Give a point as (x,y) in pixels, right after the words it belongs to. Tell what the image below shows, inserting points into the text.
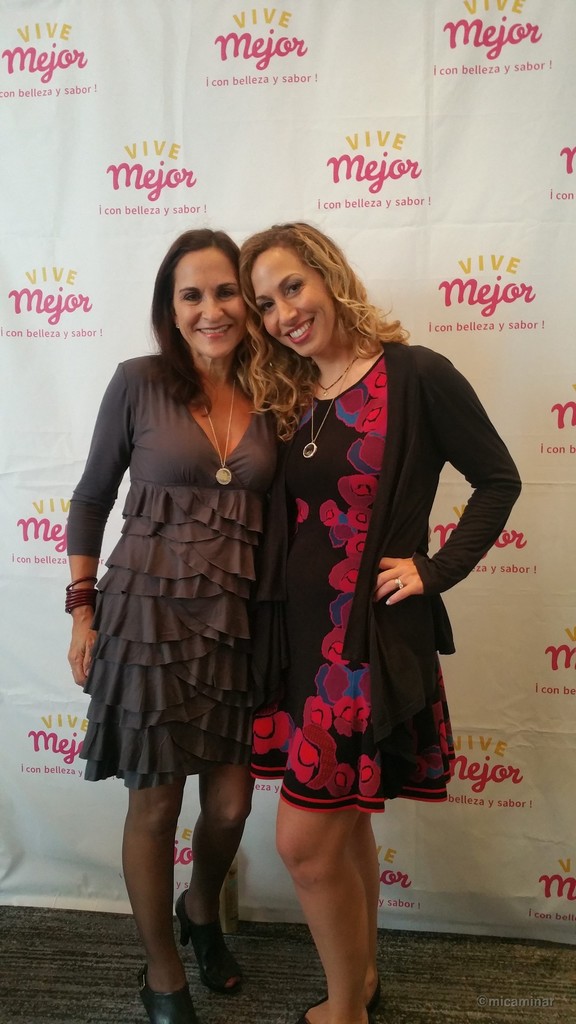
In this picture we can see two women (211,679) standing and smiling. We can see a watermark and some text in the bottom right (548,1004). There is some text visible on a white object (385,271) in the background (336,81).
